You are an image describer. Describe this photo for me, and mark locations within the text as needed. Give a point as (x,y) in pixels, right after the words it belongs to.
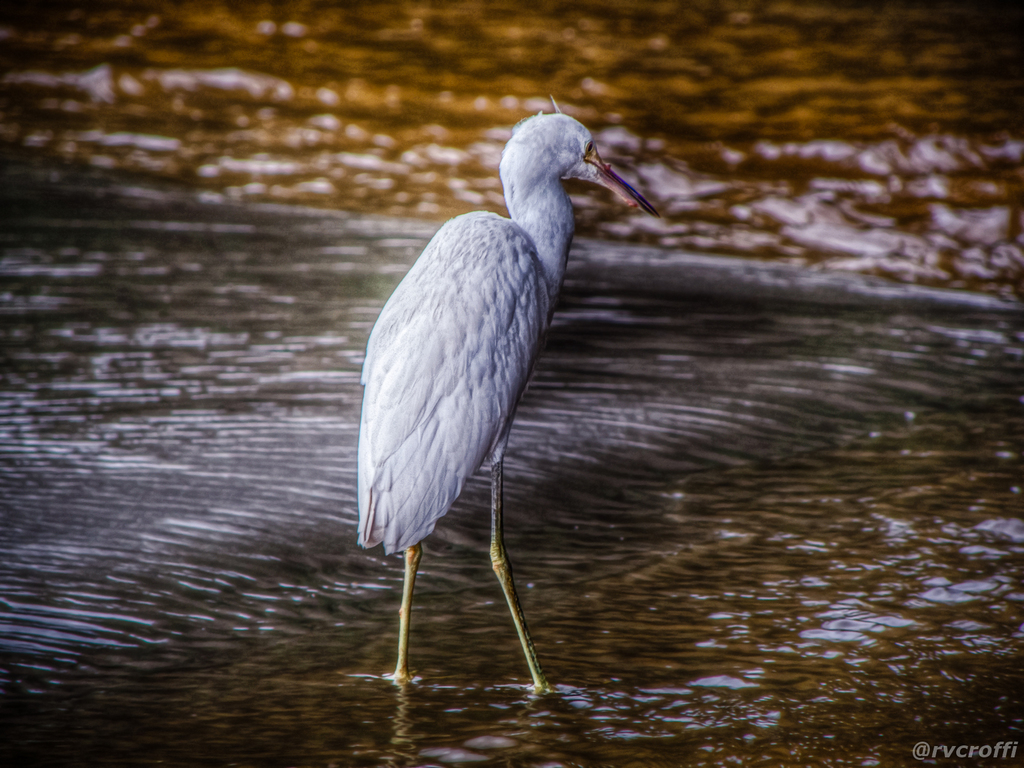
In this picture I can see a white color bird (472,344) is standing on the water (322,394). Here I can see a watermark (937,753) on the image.
